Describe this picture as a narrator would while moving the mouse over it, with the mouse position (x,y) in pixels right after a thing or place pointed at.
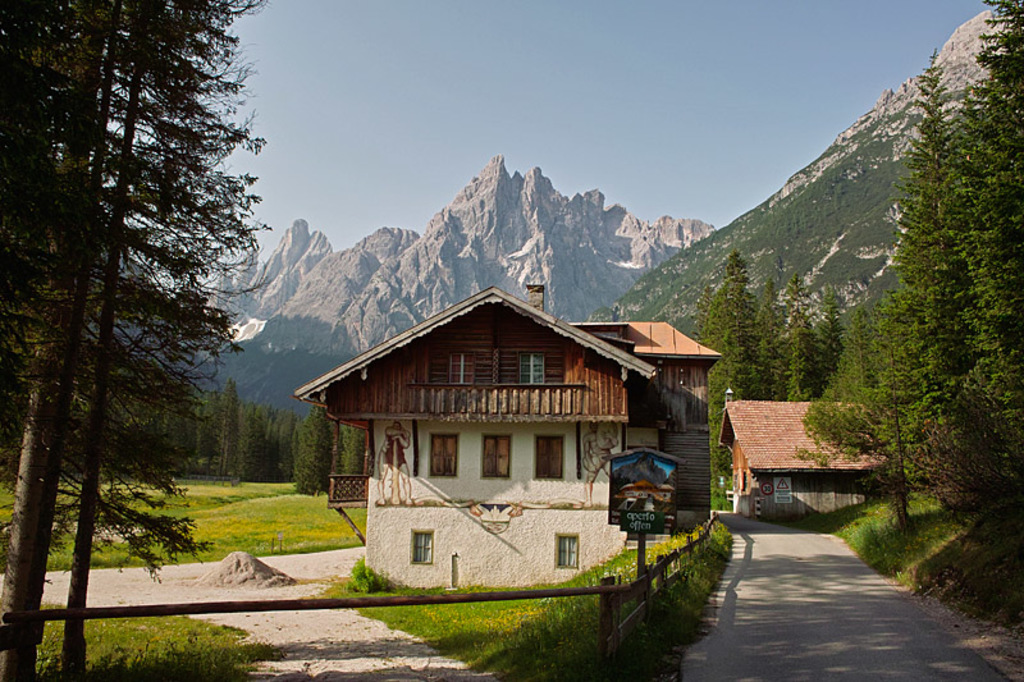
In this image I can see a house (383,508) in cream color, background (441,266) I can see trees (146,473) and grass (146,487) in green color, mountains (463,202), and the sky (528,149) is in blue color.
